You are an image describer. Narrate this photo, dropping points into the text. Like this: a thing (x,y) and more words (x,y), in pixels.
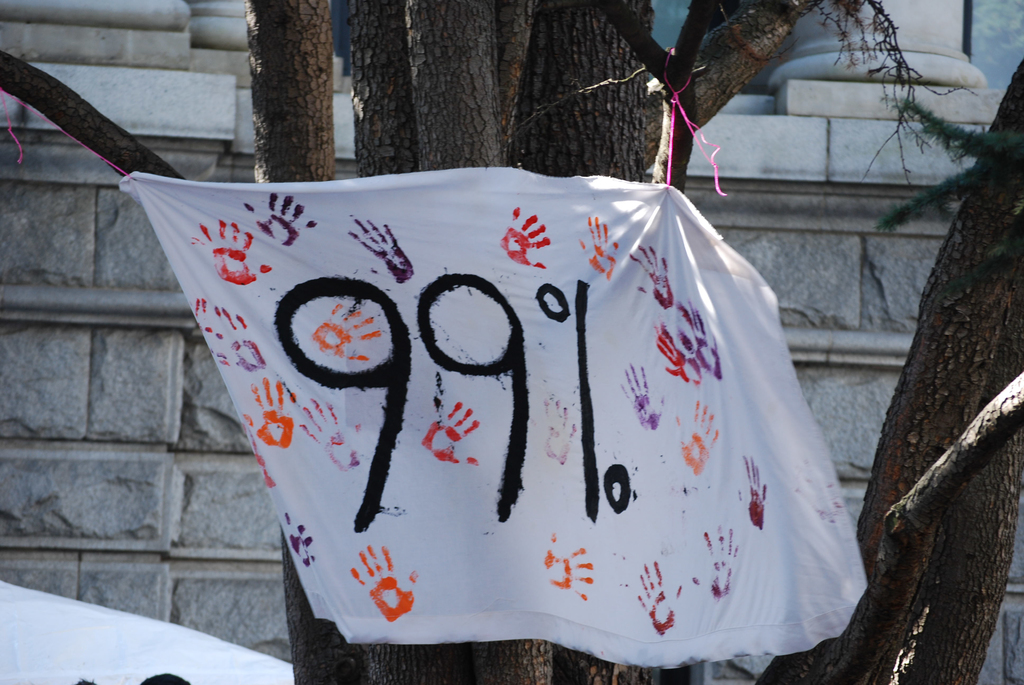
In the center of the image (607,239) we can see trees (647,169) and a cloth (540,384). On the cloth (467,398), we can see two numbers (524,380) and some paint (460,409) on it. In the background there is a wall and a few other objects (87,632).
